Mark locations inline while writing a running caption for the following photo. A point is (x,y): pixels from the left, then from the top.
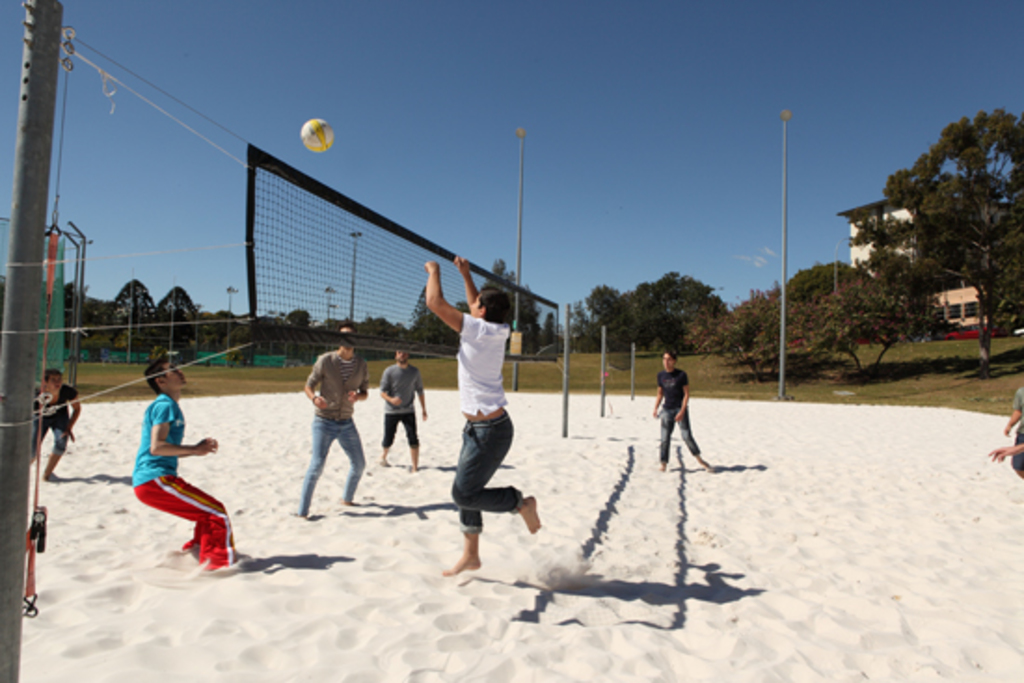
In this image I can see a group of people (329,434) are playing a volleyball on the ground (830,526) and a net (251,289). In the background (867,330) I can see grass (867,365), trees (779,325), poles (785,275). On the top (249,127) I can see the sky (249,127). This image is taken during a day on the ground (435,571).
